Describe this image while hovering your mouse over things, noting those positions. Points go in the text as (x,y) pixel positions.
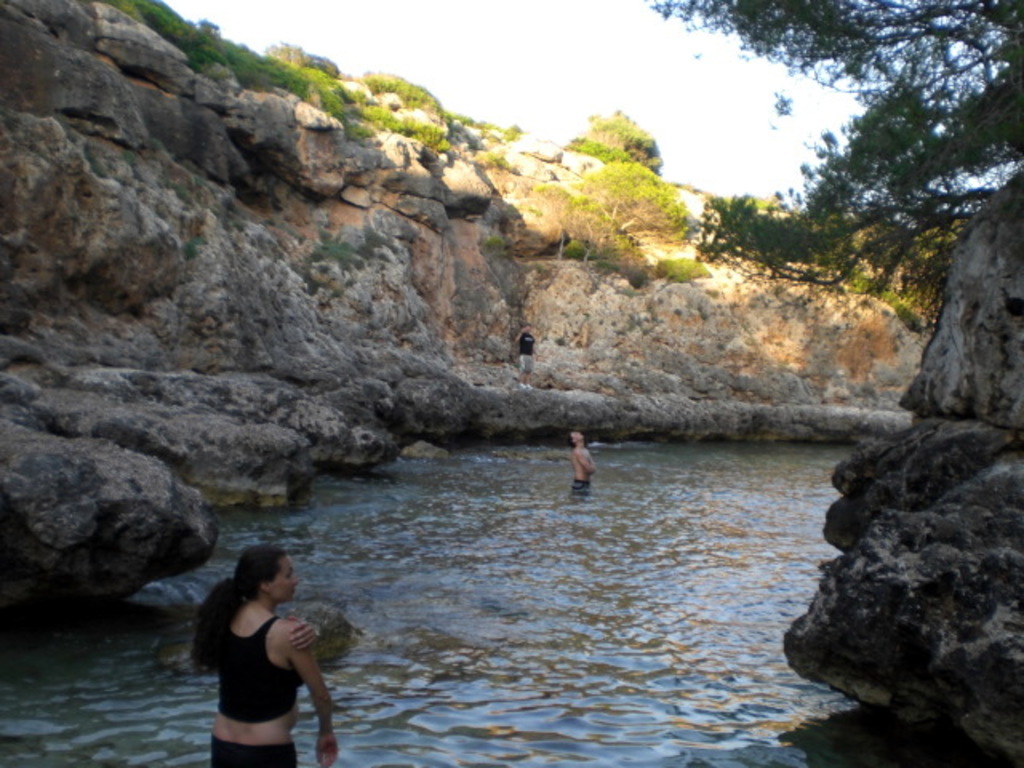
This picture is taken from outside of the city and it is sunny. On the right side (980,385), we can see some rocks (1006,487), trees (1010,111), plants (1011,45). In the middle of the image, we can see a woman (286,671) standing on the water (381,754), we can also see another person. On the left side (271,455), we can also see some rocks (543,248), plants (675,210). At the top (673,105), we can see a sky (652,76), at the bottom (767,562), we can see water (609,497) in a lake (439,540).
